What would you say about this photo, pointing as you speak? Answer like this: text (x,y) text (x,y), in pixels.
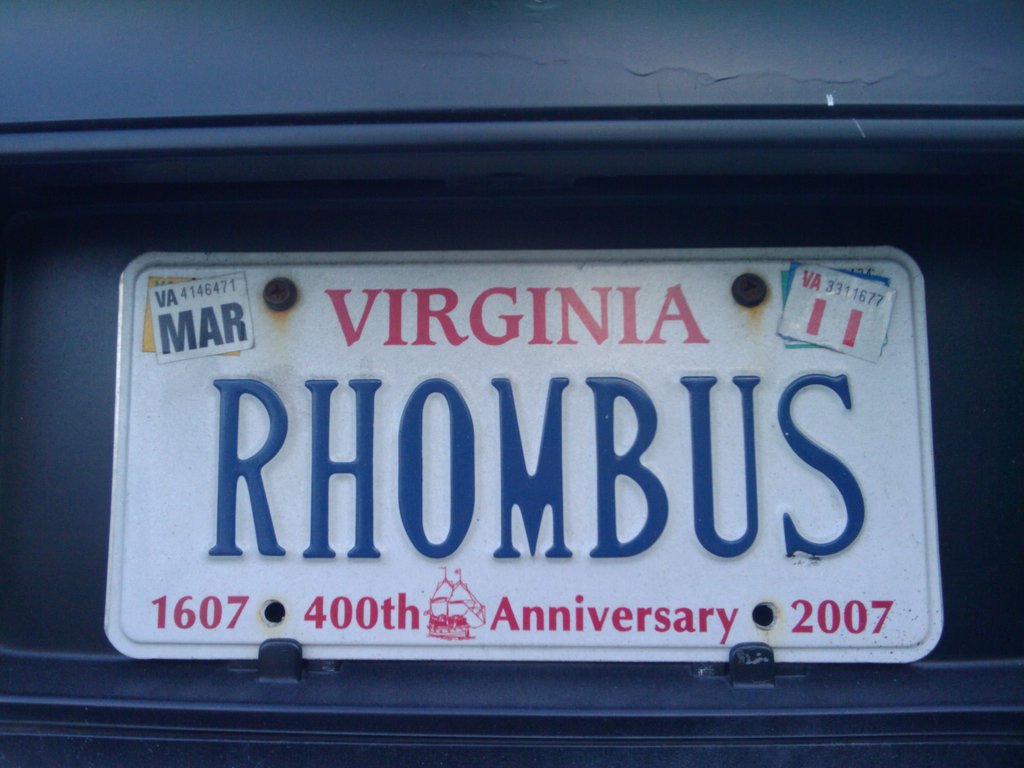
In this image in the center (461,342) there is one name board (620,492), on the board (364,515) there is text (505,507) and in the background (40,451) there is some object (634,703).
